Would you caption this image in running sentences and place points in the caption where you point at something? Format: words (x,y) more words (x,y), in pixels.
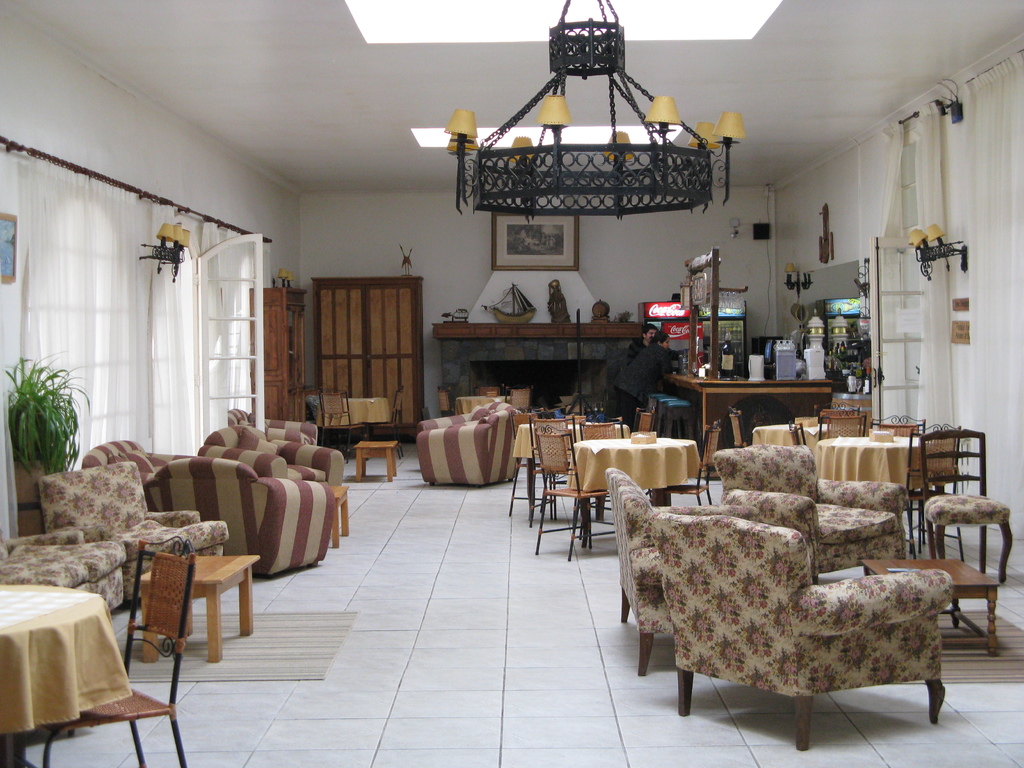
In this image I can see number of couches (461,429), few chairs (162,574) and few tables (774,427). I can also see few lamps (530,141) and curtains (99,302).
